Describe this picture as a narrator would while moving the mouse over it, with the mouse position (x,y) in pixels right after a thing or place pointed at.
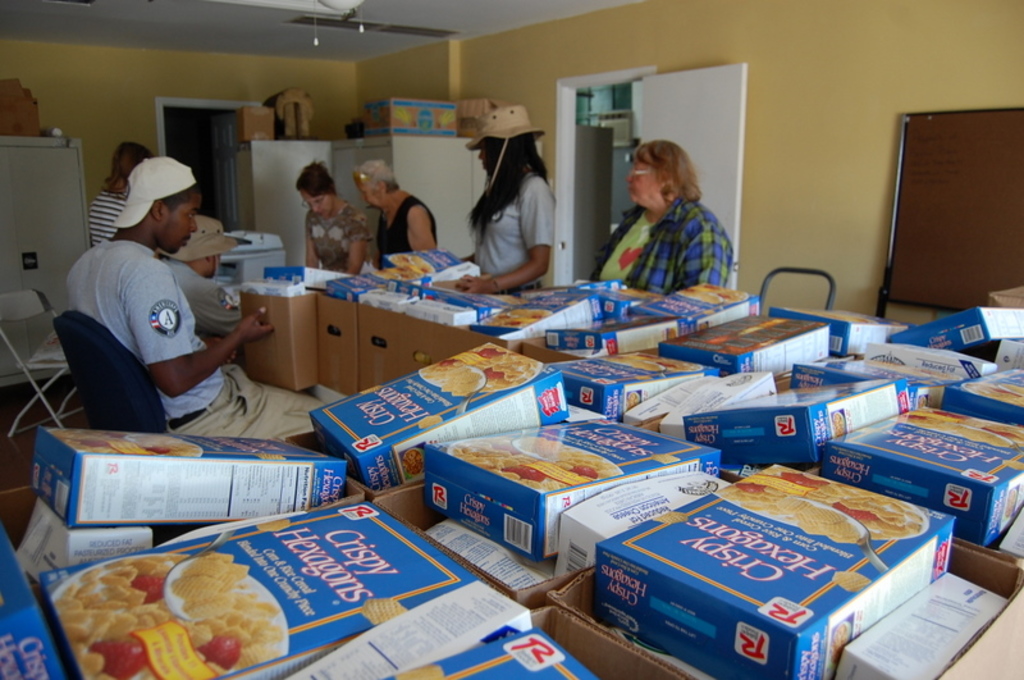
In this picture there are corn flakes boxes (412,436) at the bottom side of the image (473,551) and there are people (364,190) those who are standing in front of the desk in the image and there are other people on the left side of the image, there are doors (675,122) in the background area of the image (213,204) and there is a board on the right side of the image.
